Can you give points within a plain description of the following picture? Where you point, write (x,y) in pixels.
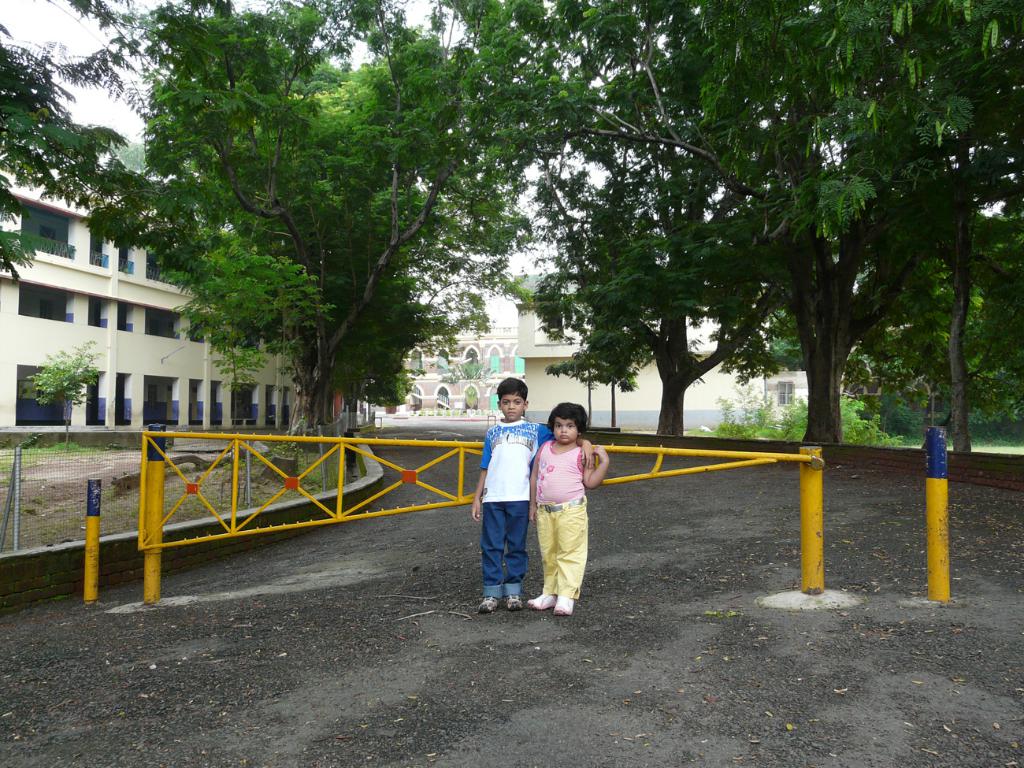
There are two children (518,445) in different color dresses (536,451) standing on the road (425,633) near a yellow color gate (428,445). In the background (180,491), there are trees (955,388), buildings (478,338), a fencing (20,479) and there is sky (69,106).
